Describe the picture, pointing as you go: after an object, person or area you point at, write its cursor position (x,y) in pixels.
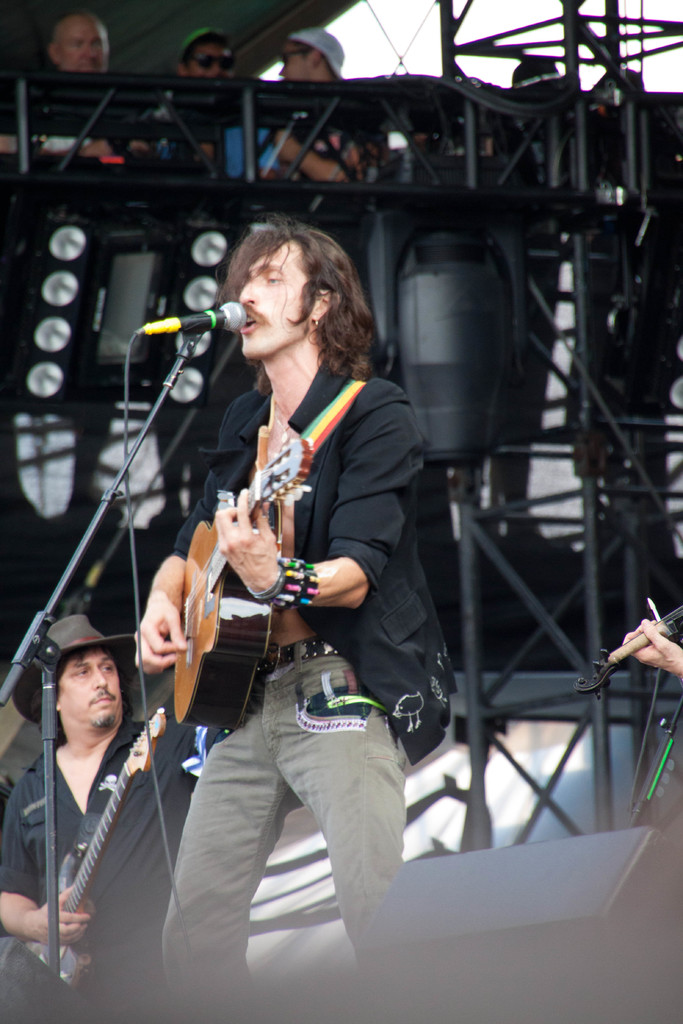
This image consist of a concert. In which there are few people (4,881). In the front (232,525), there is a man (298,778) wearing black shirt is singing and playing guitar (250,656). To the left (39,857), there is a man (35,829) wearing black shirt (35,841) and hat (101,641) is also playing guitar (81,846). To the bottom right (579,884), there is a speaker (540,899). In the background (433,138) there are stands (375,185) and speakers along with lights (45,247).
